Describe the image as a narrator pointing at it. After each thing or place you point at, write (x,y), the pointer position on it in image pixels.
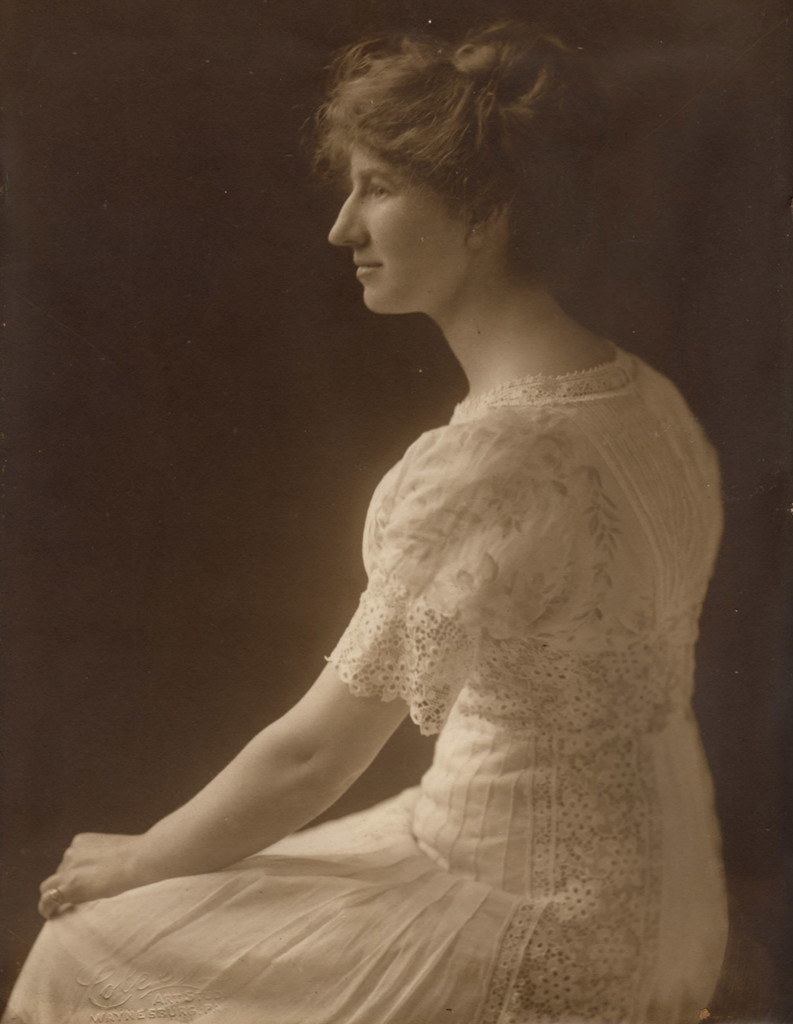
In this image there is a person (610,552) sitting with a white dress (160,916), and there is dark background (165,90).
